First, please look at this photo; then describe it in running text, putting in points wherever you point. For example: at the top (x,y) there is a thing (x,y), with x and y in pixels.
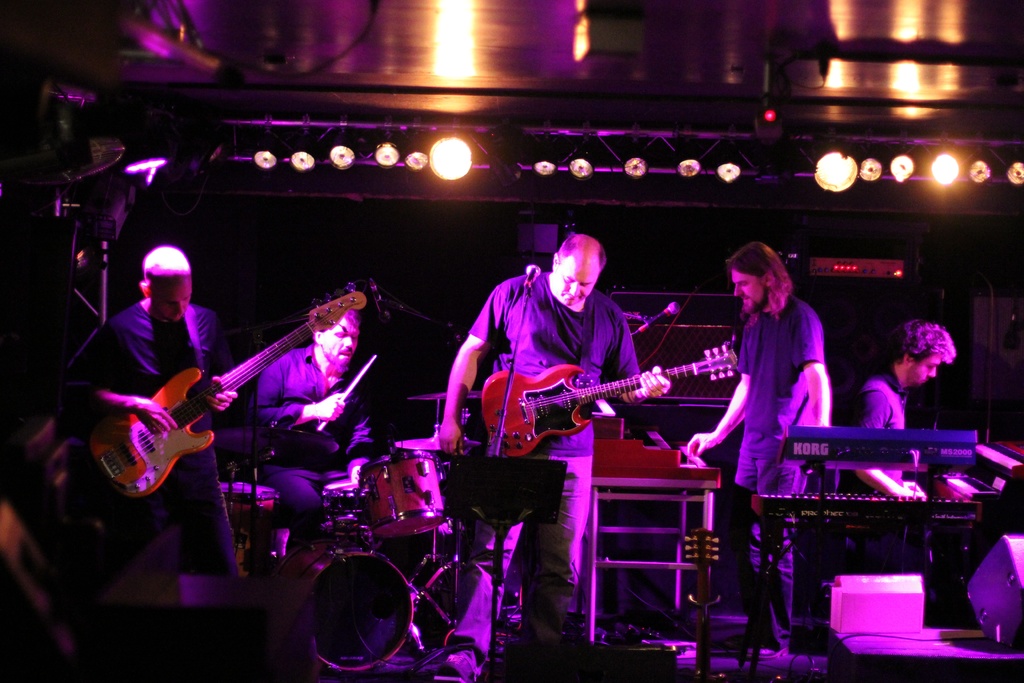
In the middle of the image (595,251) few people (584,281) are standing and playing some musical instruments (979,495). At the top of the image (957,113) there is a roof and there are some lights (395,163).
